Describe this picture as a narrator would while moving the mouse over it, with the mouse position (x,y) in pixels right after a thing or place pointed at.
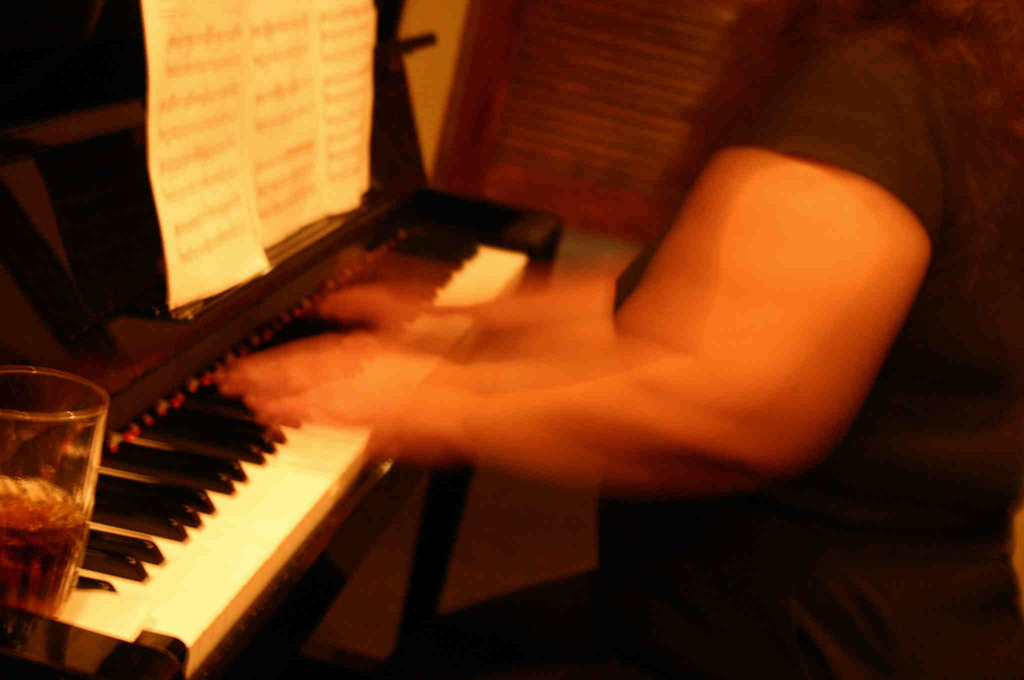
In this image I can see the person (800,212) is playing the piano (222,360). To the left (63,509) there is a glass (49,496). In front of the person (725,197) there is a paper (217,68).
